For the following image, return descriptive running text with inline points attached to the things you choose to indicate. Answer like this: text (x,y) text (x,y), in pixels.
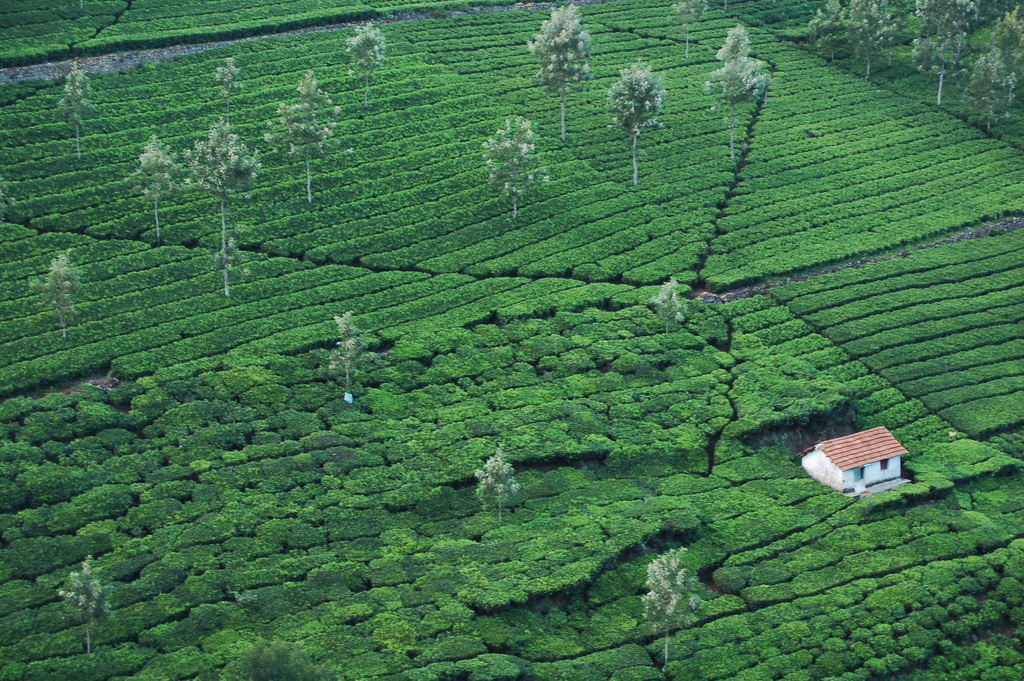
In this image we can see some plants (546,395), trees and a house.
